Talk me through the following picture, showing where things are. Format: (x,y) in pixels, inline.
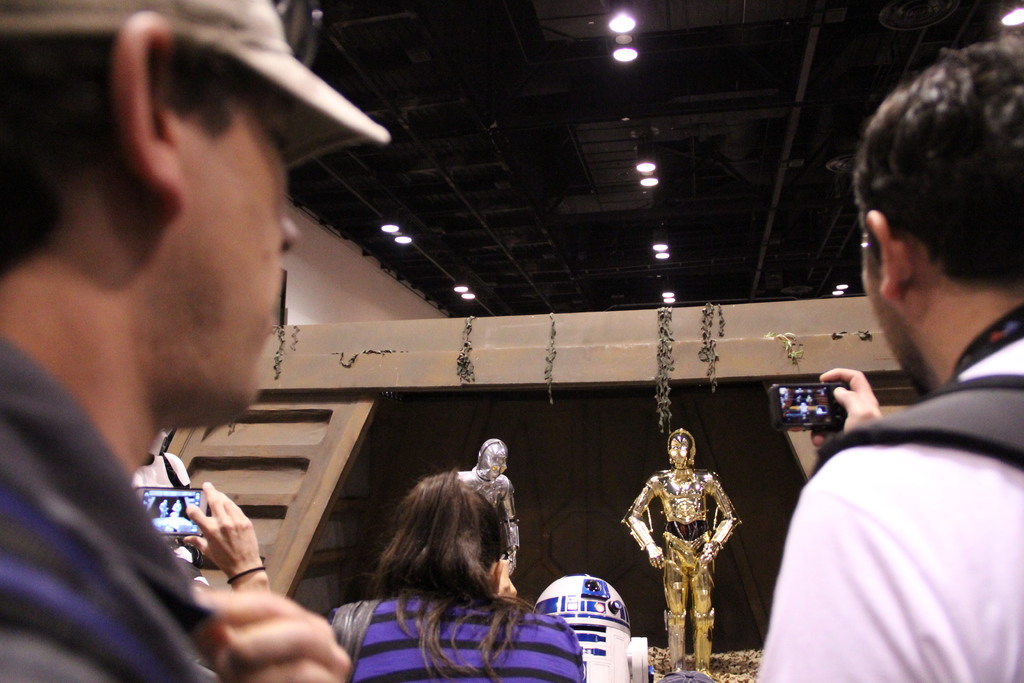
In this image we can see a person (959,452) capturing the photograph of robots (684,505). We can also see a few persons (115,348) on the left (77,462). At the top (607,17) we can see the ceiling lights (621,21) to the roof (549,58).
